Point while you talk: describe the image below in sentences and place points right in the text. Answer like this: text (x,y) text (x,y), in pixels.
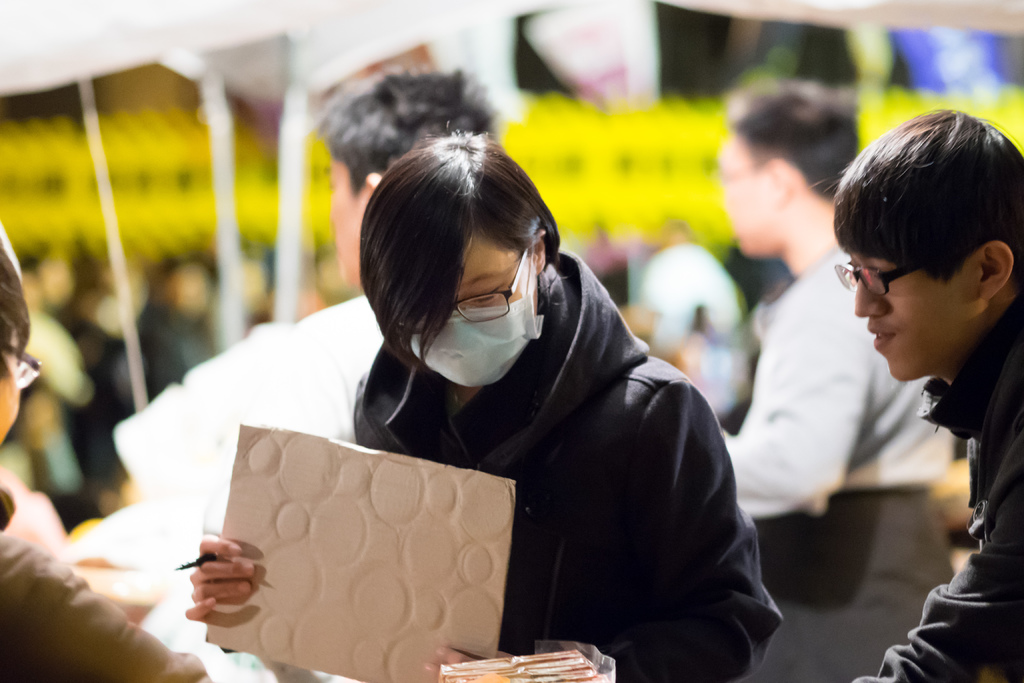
In this image we can see the people (545,460) standing and holding board (318,528) and pen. And blur background (649,267).
